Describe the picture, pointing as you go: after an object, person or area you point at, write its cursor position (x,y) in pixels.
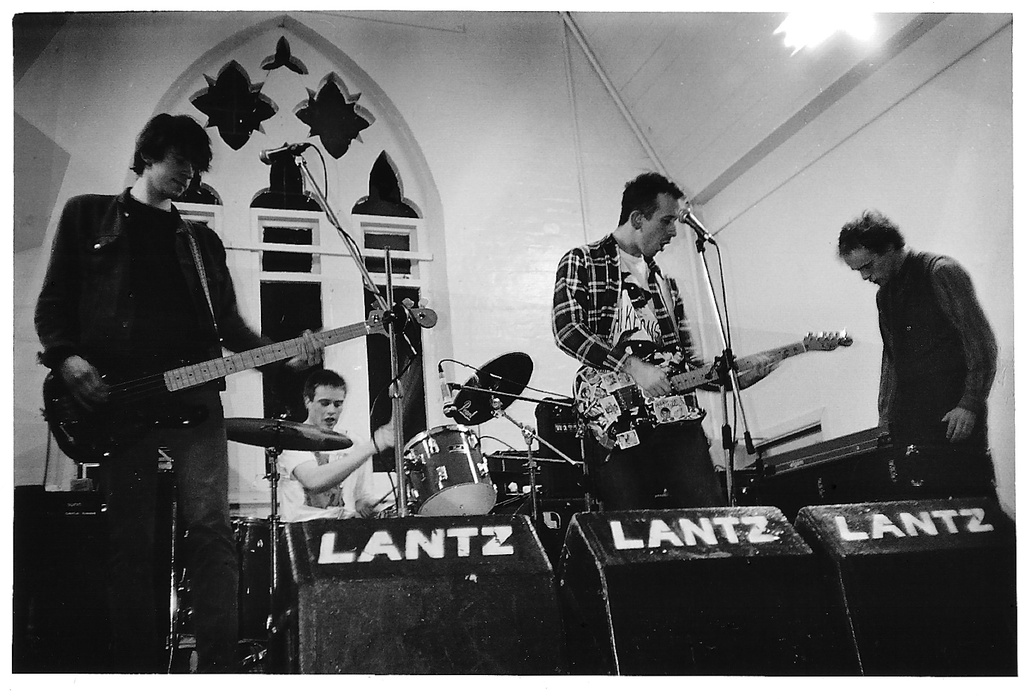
There are 3 persons (561,312) are standing. They are playing a musical instruments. In the center of the person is sitting on a chair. He is playing a musical drum (411,495). We can see in the background (359,414) arch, wall (822,181) and light (799,43).
